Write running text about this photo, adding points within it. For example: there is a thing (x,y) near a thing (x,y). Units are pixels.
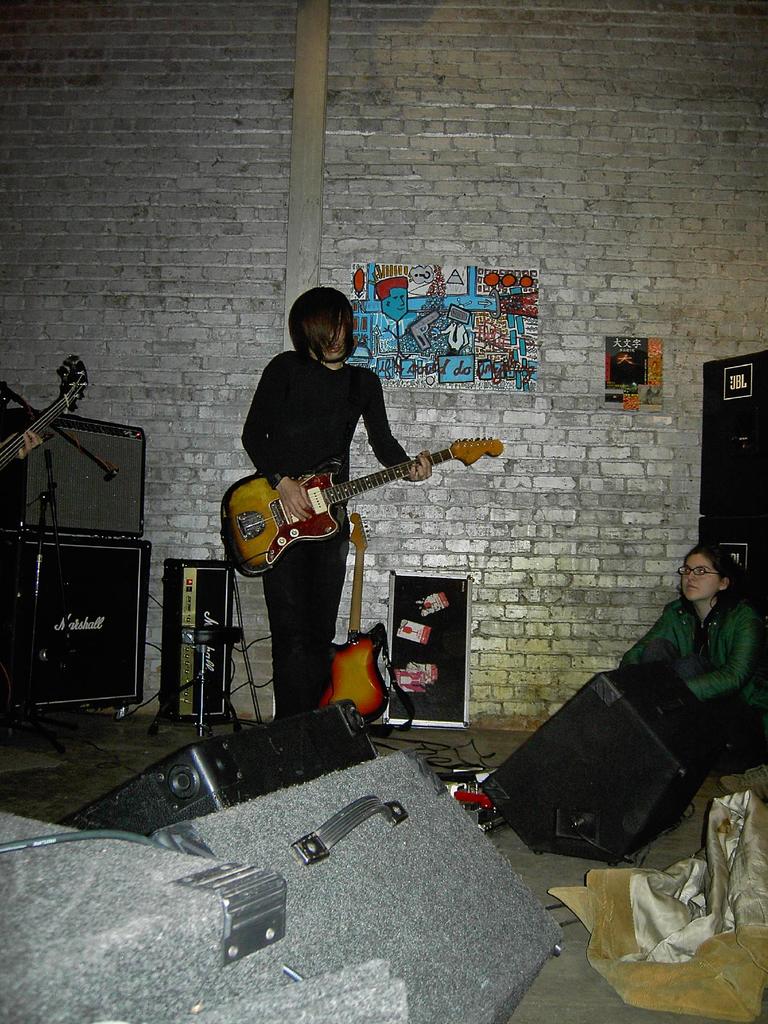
In this image we can see a boy (340,580) is standing and playing guitar (306,480). Right side of the image (702,660) one girl (697,670) is sitting, she is wearing green color jacket (728,628). Bottom of the image (615,894) some things (418,879) are there. Background (563,495) brick wall (575,461) is there. On wall (587,485) one poster (432,283) is attached. Left side of the image (86,633) one square shape black color box (91,570) is there.
